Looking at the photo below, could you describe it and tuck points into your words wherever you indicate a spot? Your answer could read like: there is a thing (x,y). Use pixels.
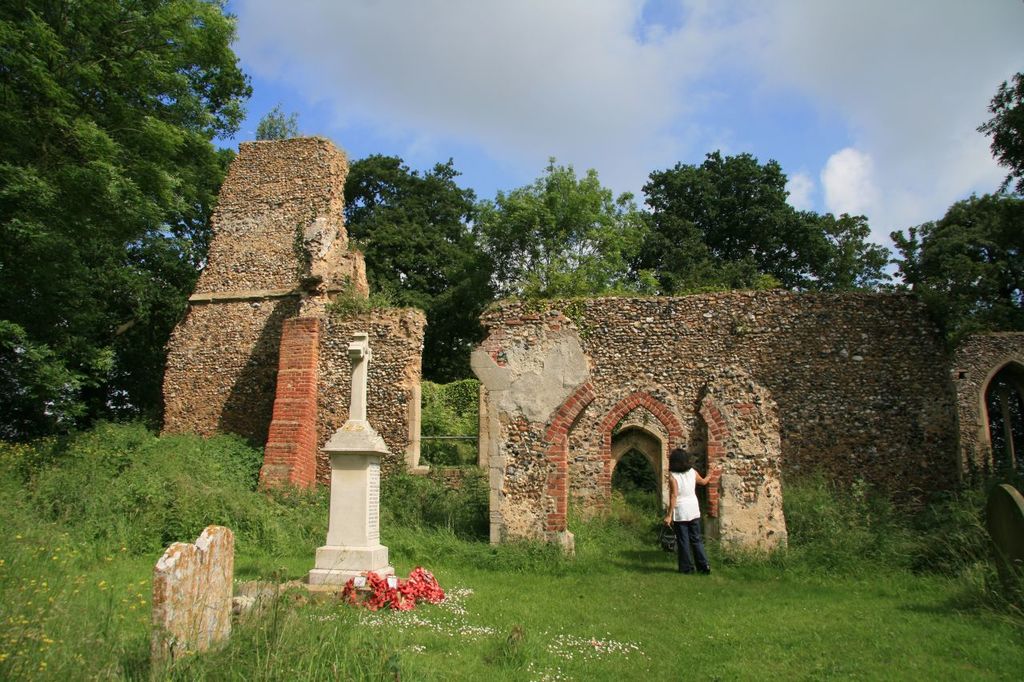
In this image I can see collapsed building (856,343), in front of the building (771,538) I can see a person (689,536) standing on grass (436,634) and I can see the sky (655,58) and tree (761,263) at the top (809,90).
